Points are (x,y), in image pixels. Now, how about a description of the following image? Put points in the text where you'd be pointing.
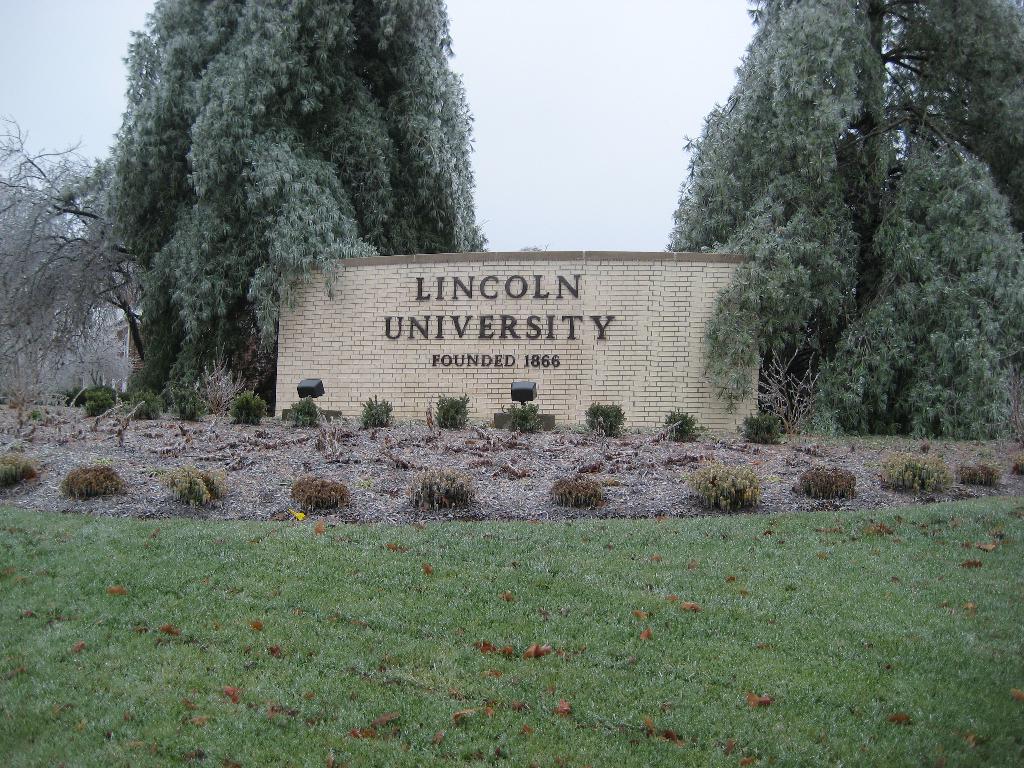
In this image there is grass (817,630), plants (807,390), focus lights (517,396), trees (724,134), a wall (569,342) with numbers (548,360) and a university name (422,289) on it, and in the background (33,32) there is sky (614,214).
